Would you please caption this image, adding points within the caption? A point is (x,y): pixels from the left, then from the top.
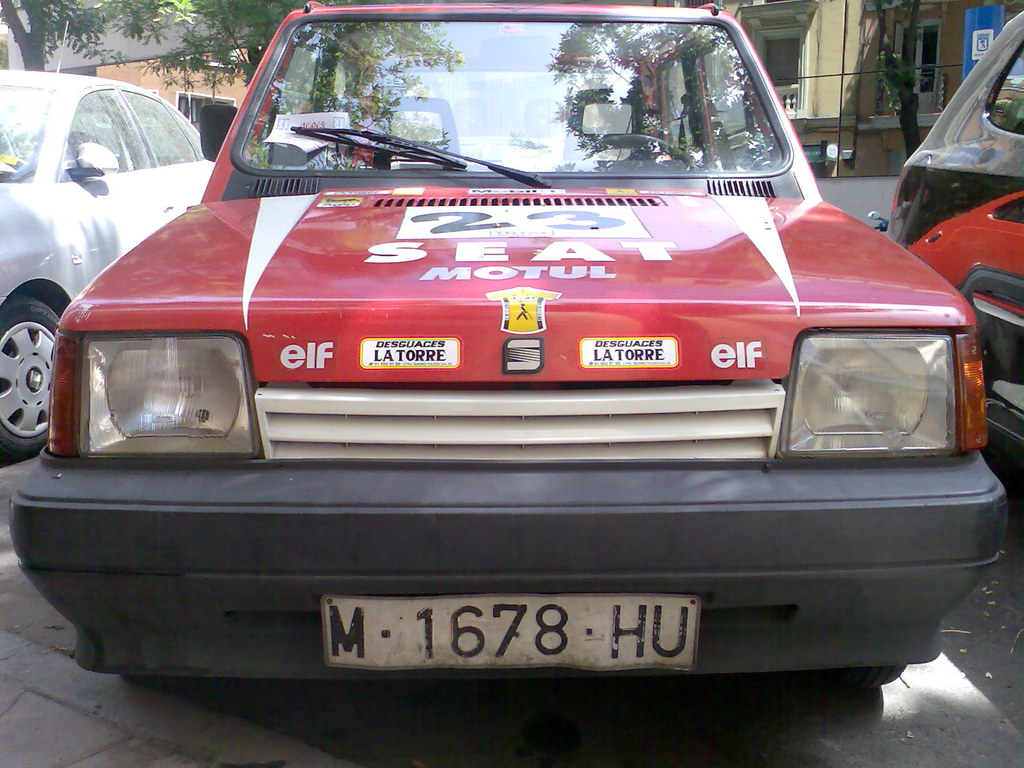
In this picture we can see cars (289,294) on the road (924,748) and at the back of these cars (778,138) we can see trees (886,72), signboard (964,41), buildings (771,31) with windows (191,103) and some objects (845,152).
